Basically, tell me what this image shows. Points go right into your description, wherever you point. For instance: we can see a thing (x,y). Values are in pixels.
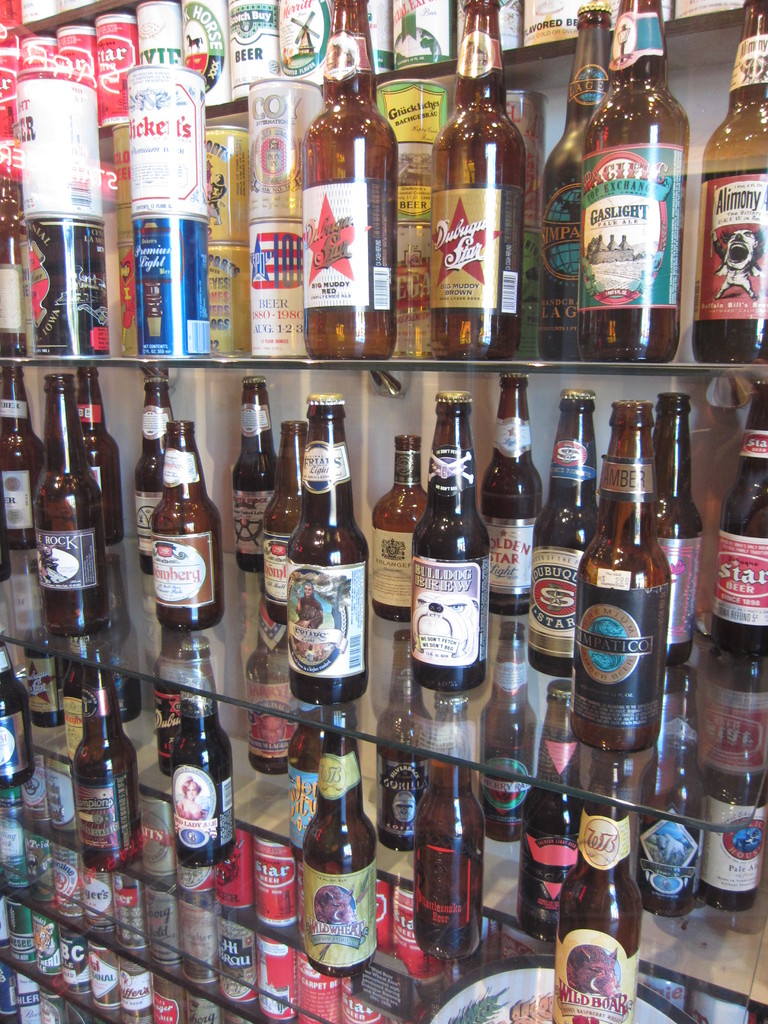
Here there are many beer bottles (266,538) in the shelf (723,490).
